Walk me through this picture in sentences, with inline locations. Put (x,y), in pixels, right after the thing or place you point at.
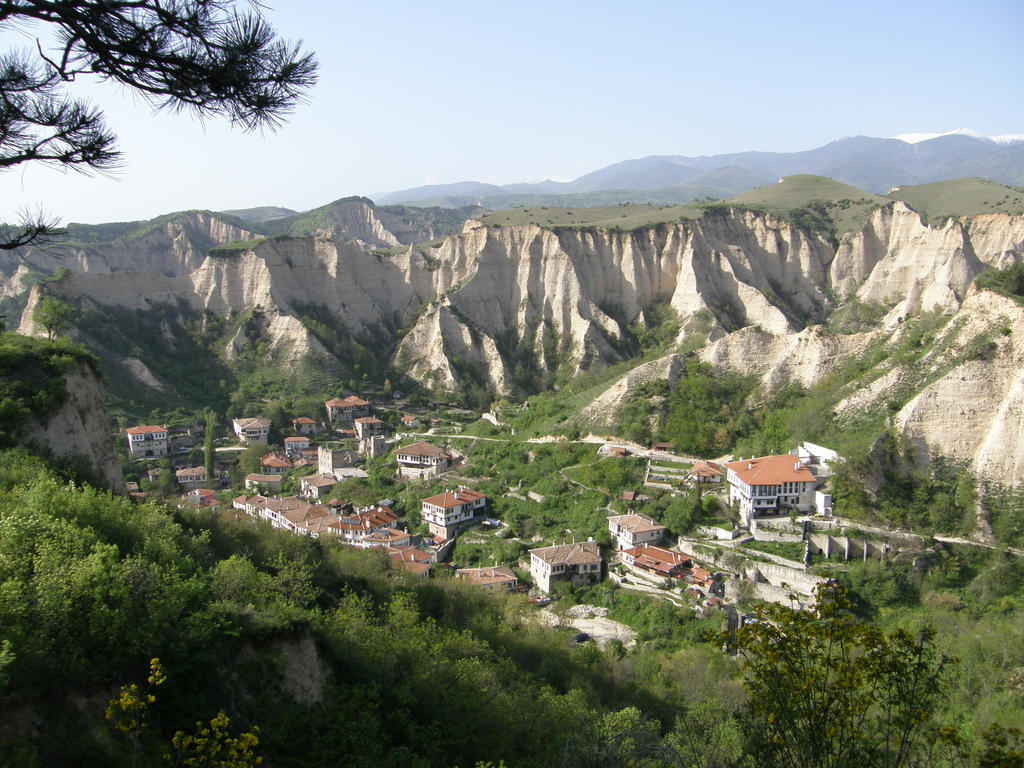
In this image we can see trees (295,579), buildings (390,522), mountains (390,316) and sky (589,57).
